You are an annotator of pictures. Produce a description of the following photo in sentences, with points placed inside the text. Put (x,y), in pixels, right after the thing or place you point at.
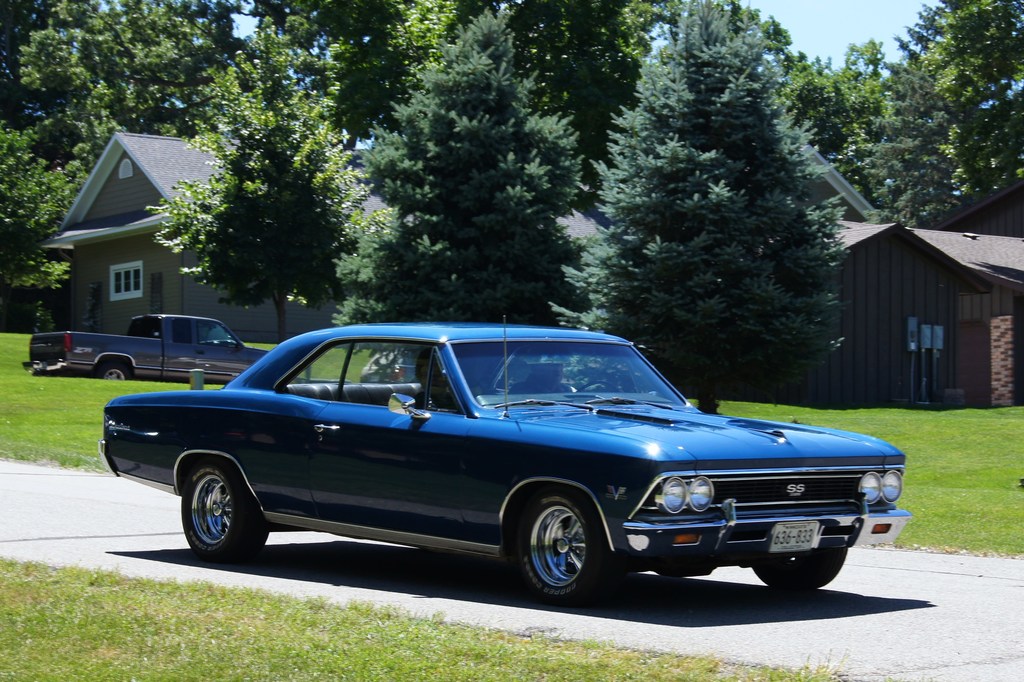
In this picture we can see vehicles (200,447) are on the road (851,602), side we can see some houses (896,326), trees (406,283) and grass (1,569).
